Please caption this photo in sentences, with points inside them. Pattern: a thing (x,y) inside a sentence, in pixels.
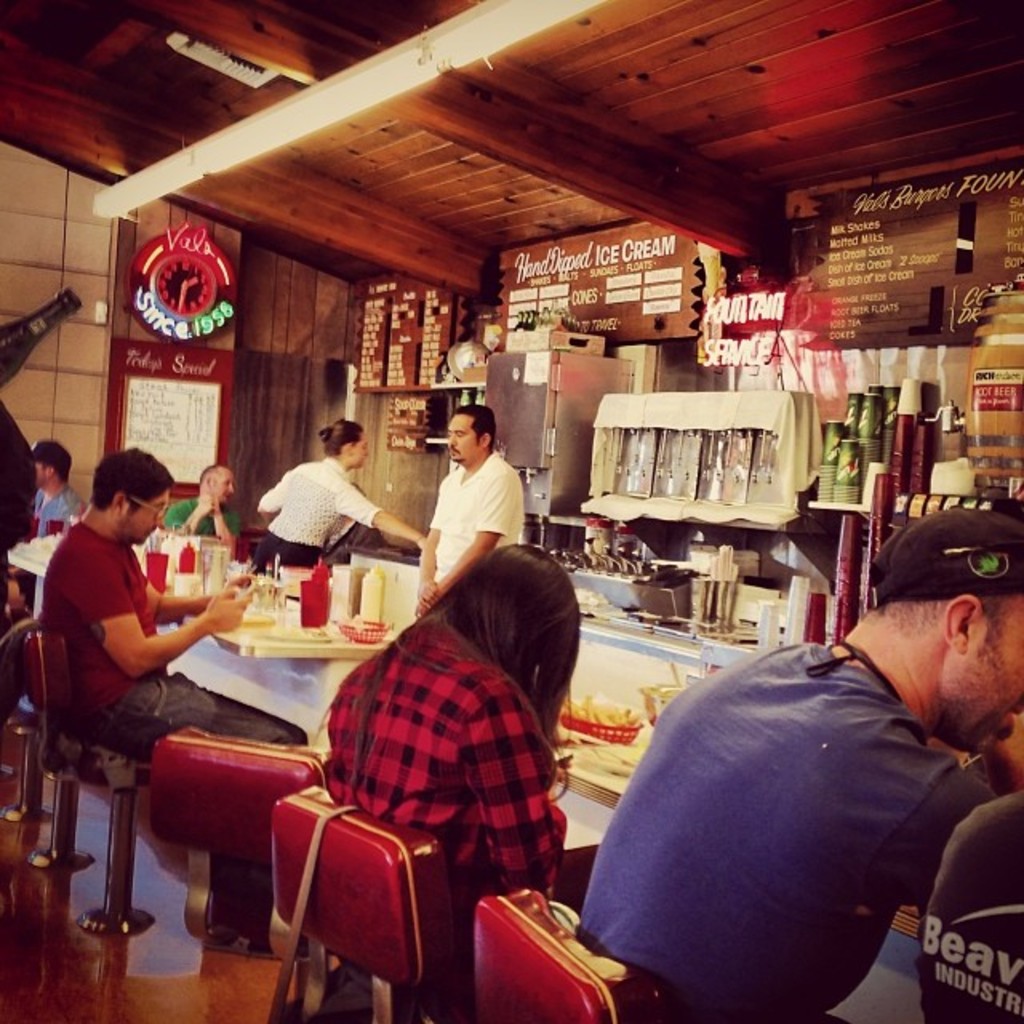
This picture shows a food restaurant (71,489) where few people (186,507) seated on the chairs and we see few food items (597,707) on the table (584,739).
